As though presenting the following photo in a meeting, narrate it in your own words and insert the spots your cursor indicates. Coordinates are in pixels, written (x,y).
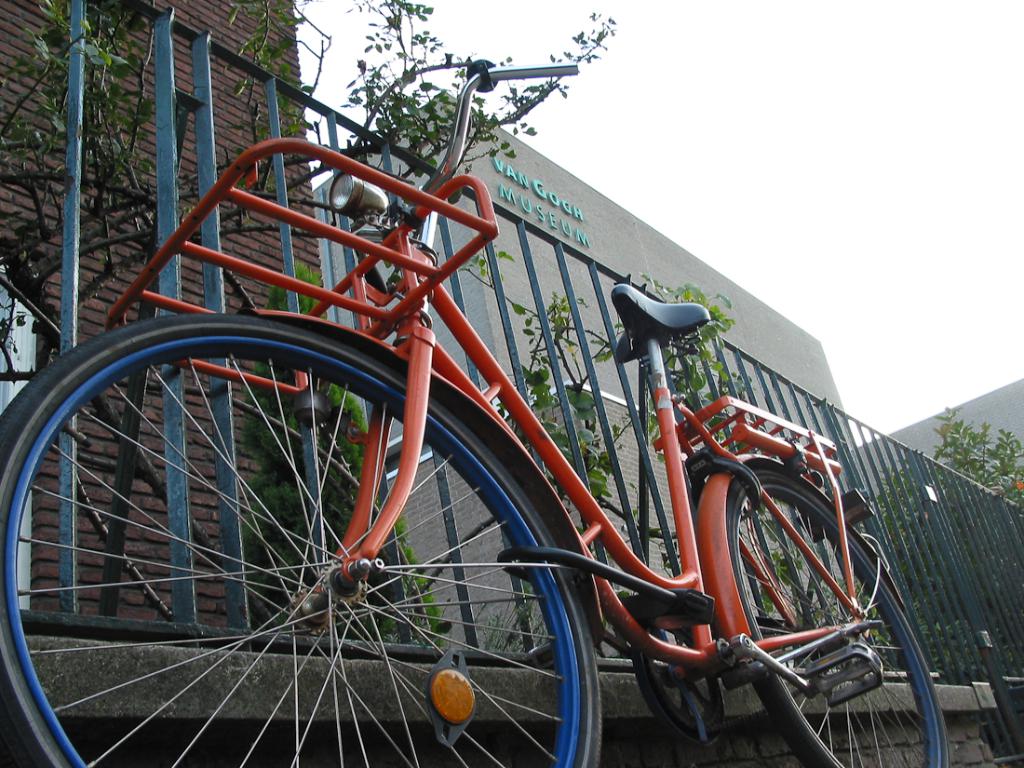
we can see bicycle (716,466), beside this cycle (407,402) we can see fence (925,476). In the background (829,266) we can see buildings (602,251), trees (1011,458) and sky (972,86).
